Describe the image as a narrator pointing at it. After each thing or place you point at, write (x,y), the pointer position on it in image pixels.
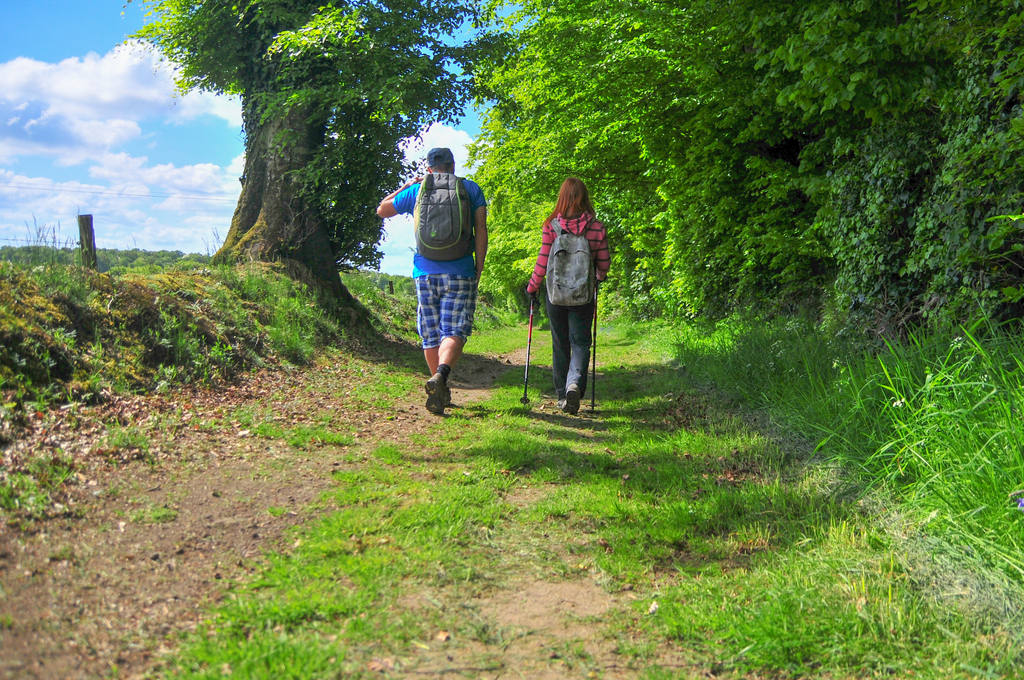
In this image we can see one man (484,254) and a woman (570,192) are walking. In the background (331,121), there are trees (298,125) and the sky (47,34) with clouds (77,95). On the left side of the image (171,338), we can see a fence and grass (91,301) on the land (195,500). At the bottom of the image (490,595), we can see some grass (802,595) on the land (549,655).
